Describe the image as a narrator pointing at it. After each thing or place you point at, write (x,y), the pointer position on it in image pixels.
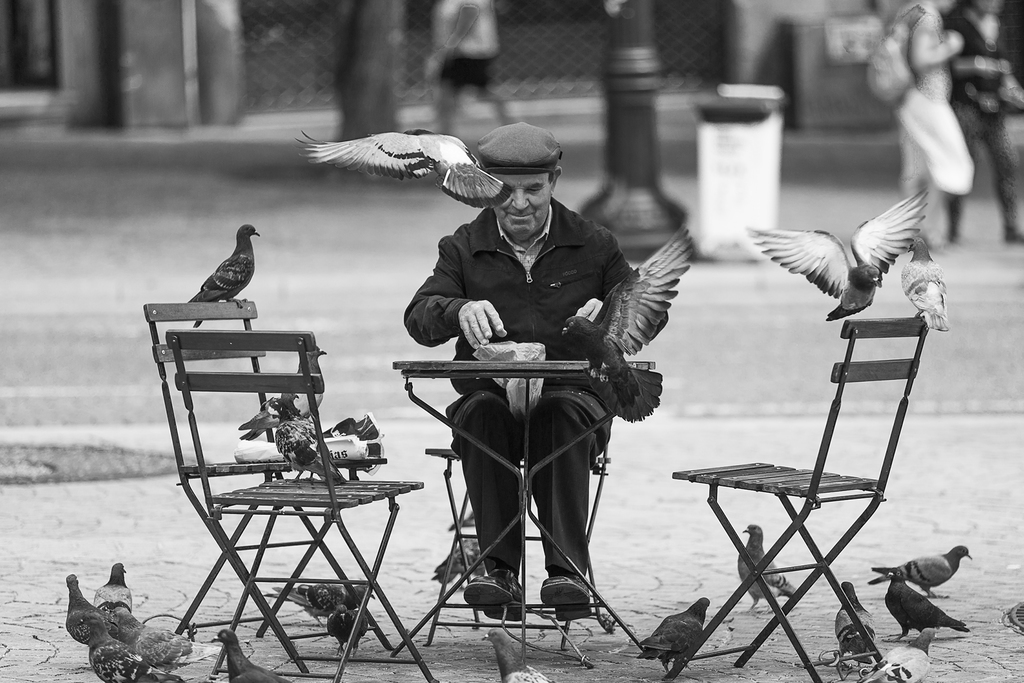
It is a black and white image, a person (530,316) is sitting on a chair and there are many birds (208,280) flying around the person (425,314), there are total three empty chairs (211,357) in front of the person (500,277) and the background (603,10) is blurry.
